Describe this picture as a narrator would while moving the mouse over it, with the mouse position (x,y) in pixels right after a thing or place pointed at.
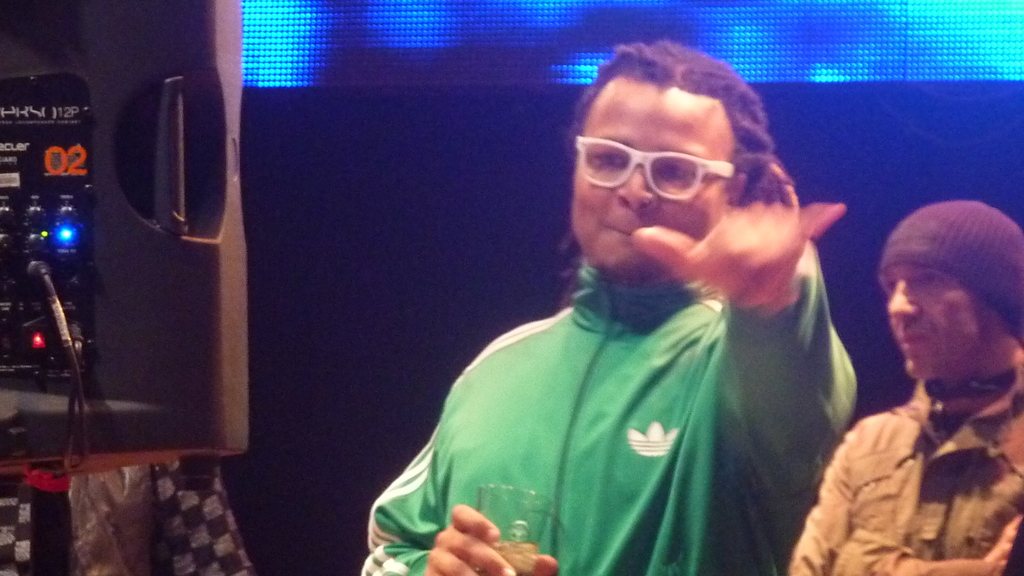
This picture shows a couple of men (628,292) standing a man (969,357) wore a cap (917,238) on his head (939,273) and another man (658,155) wore spectacles (592,144) on his face (599,228) and holding a glass (510,496) in his hand (475,561) and we see a speaker (199,298) and we see a black background (1001,163).
